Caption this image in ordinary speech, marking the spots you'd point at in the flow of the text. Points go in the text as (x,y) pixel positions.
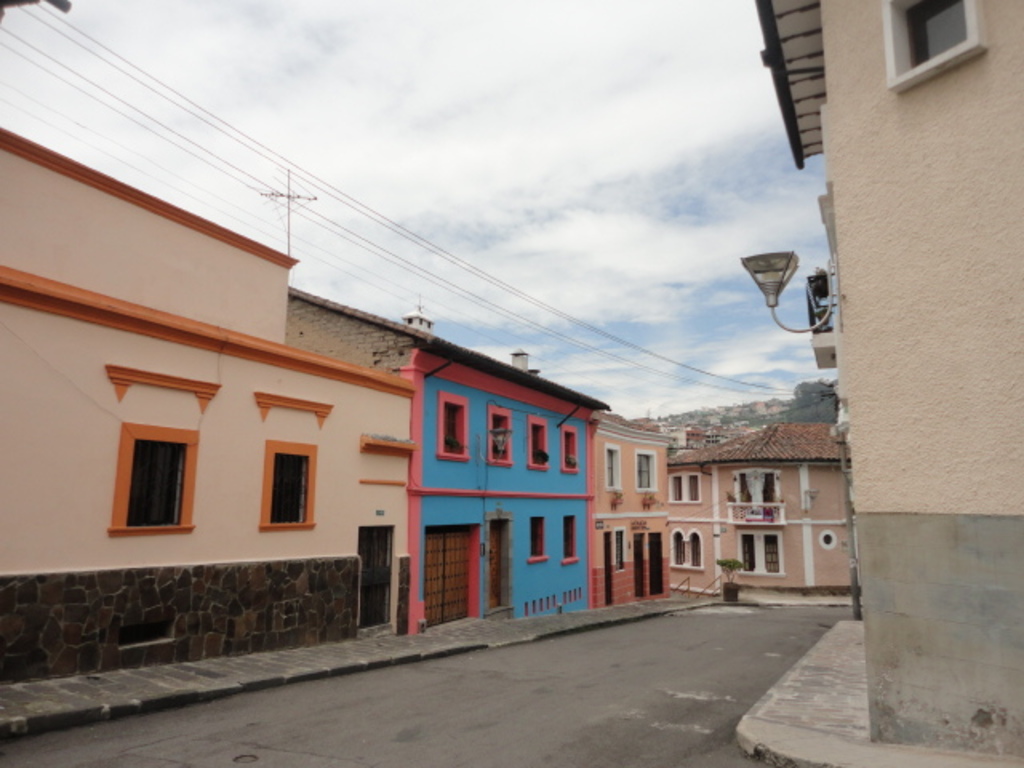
In this image we can see street (415,767) and there are some buildings (287,499), wires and in the background of the image (725,419) there are some trees (799,411) and cloudy sky (508,242).
